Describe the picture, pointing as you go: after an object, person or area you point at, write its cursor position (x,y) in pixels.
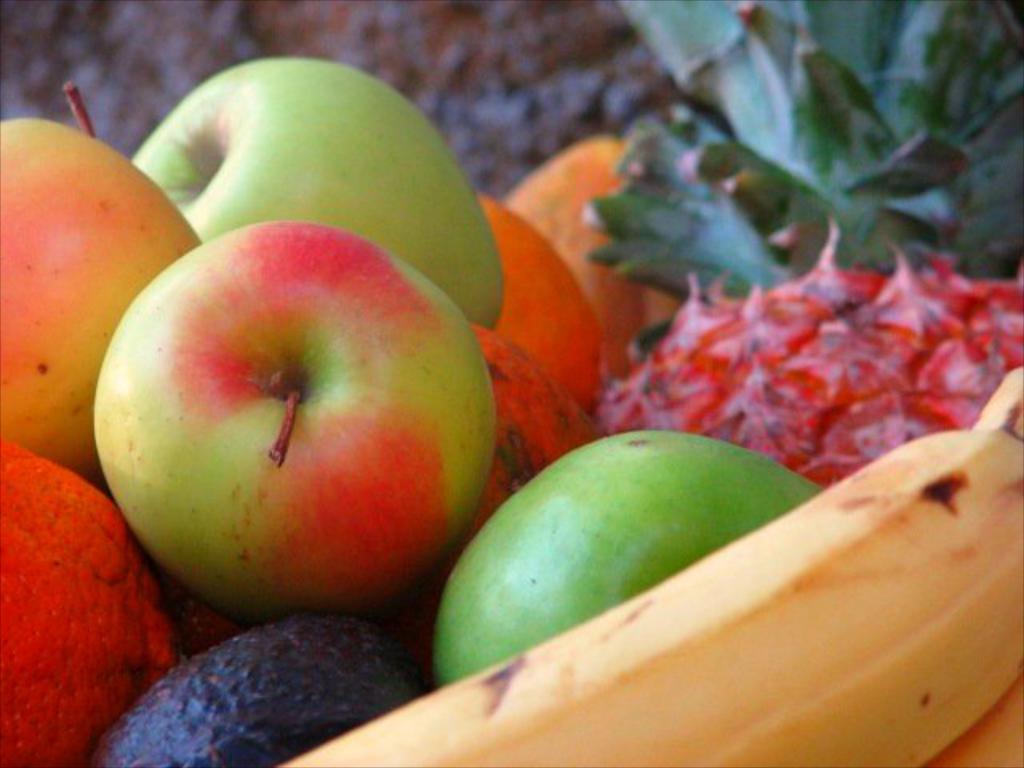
In this image I can see on the right side (811,576) it is a banana (712,609), on the left side (329,379) there are green apples (293,304). At the top right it is a pineapple (787,356).
